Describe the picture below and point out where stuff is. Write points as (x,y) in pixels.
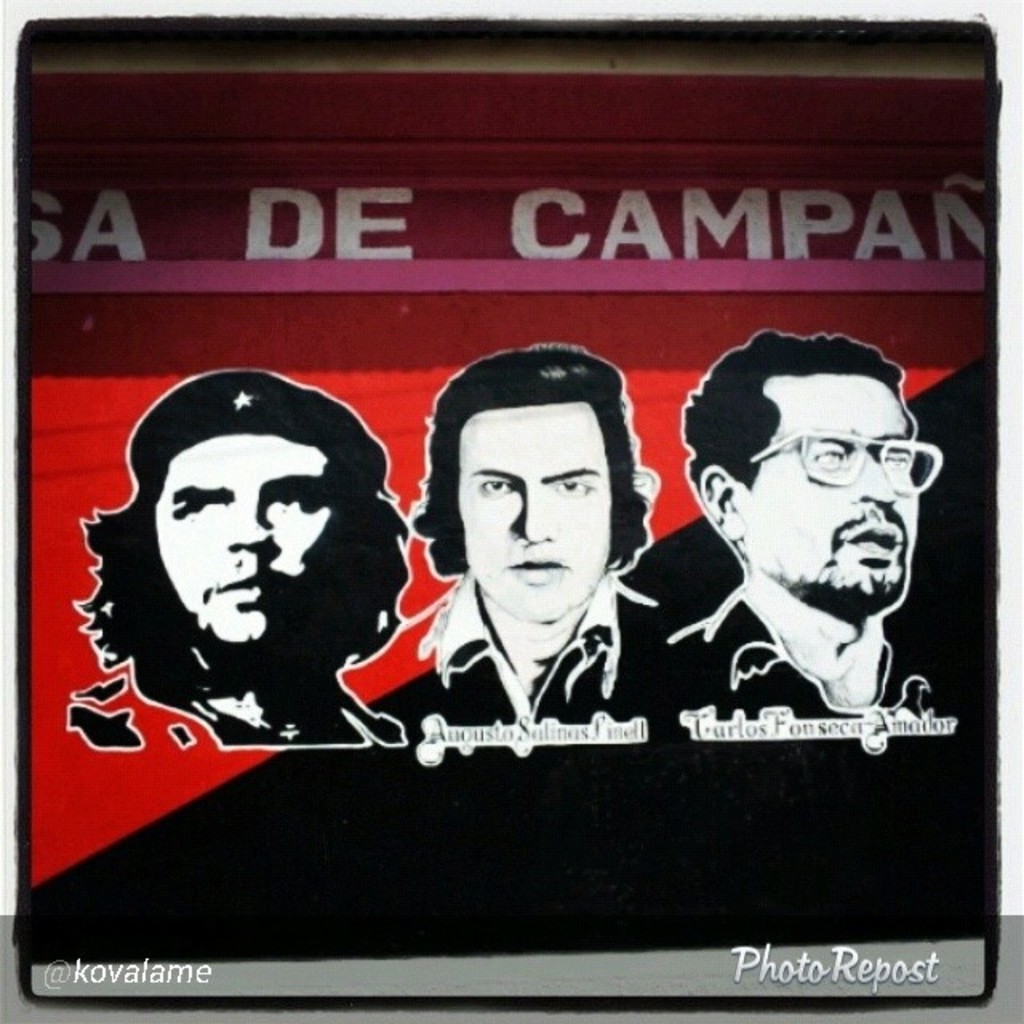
In the image there is a poster (957,604) with black and red. On the poster (132,737) there are three men (800,589). And also there are few names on it.
